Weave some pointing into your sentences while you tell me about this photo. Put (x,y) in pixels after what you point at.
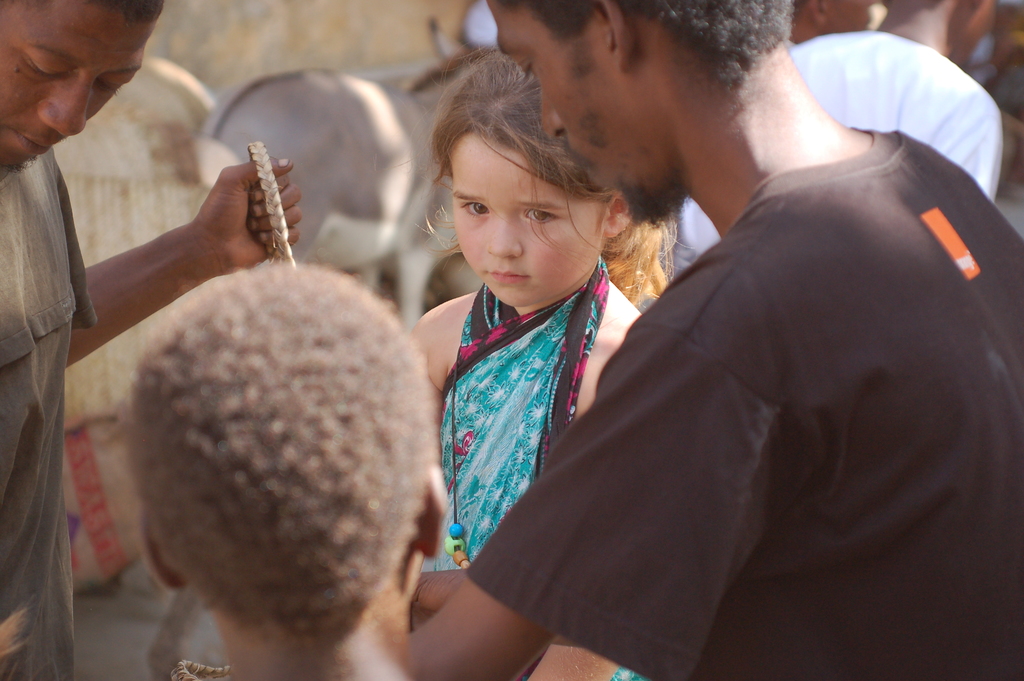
This image consists of many people (703,104). In the front (539,399), we can see a girl (643,264) wearing blue colored clothes (549,436). In the background (414,194), we can see an animal (303,153). It looks like a donkey (360,214).
